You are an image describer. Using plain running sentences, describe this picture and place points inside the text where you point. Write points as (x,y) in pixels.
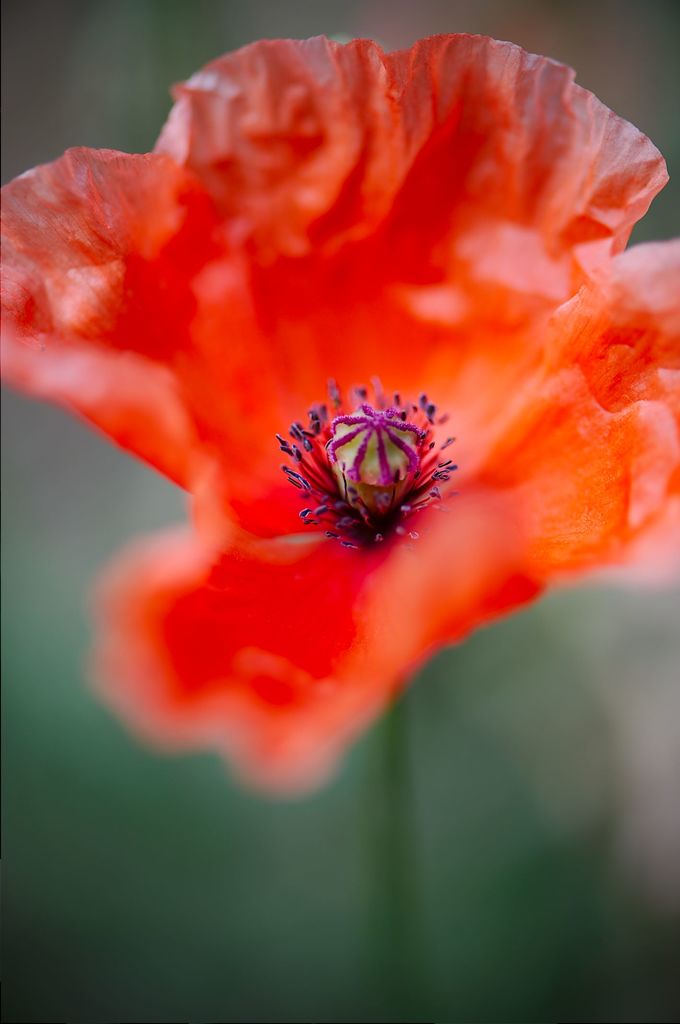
It is a flower (302,495) in orange color.
